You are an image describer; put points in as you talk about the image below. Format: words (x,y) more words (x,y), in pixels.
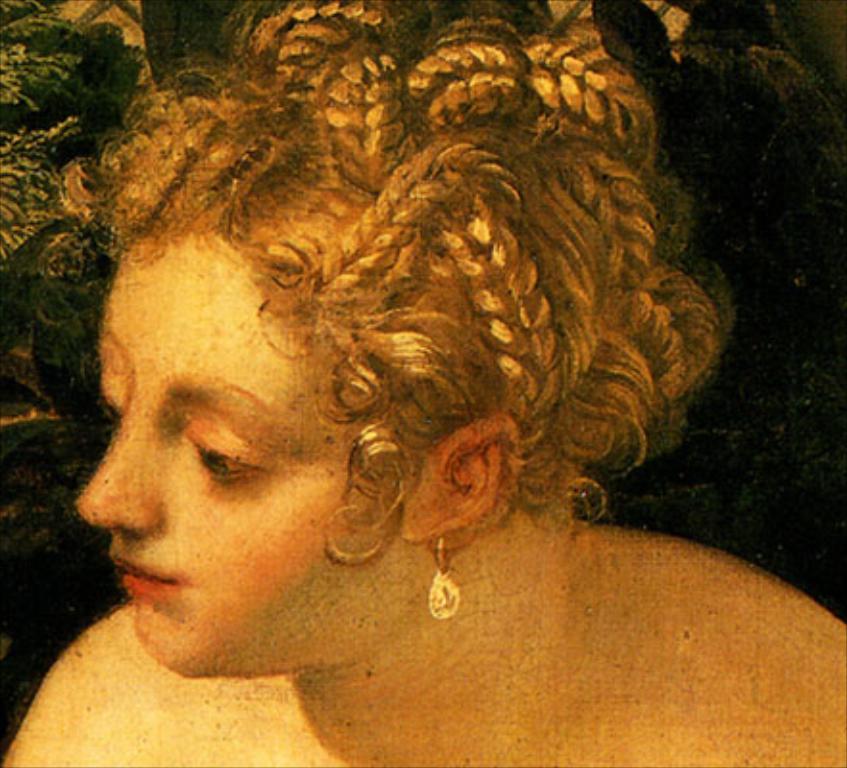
In this image, we can see depiction of a person (389,401).
